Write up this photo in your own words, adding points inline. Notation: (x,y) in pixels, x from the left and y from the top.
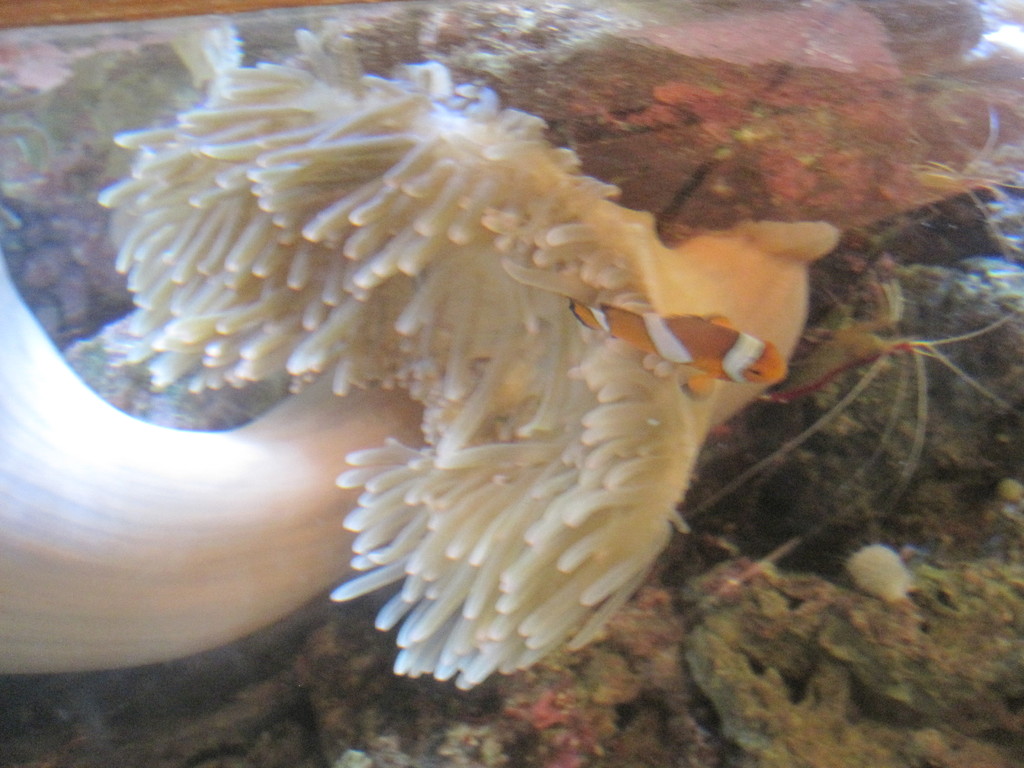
In this picture I can see a marine plant (335,351), few rocks (660,187) and a fish (741,368) in the water (372,313).
